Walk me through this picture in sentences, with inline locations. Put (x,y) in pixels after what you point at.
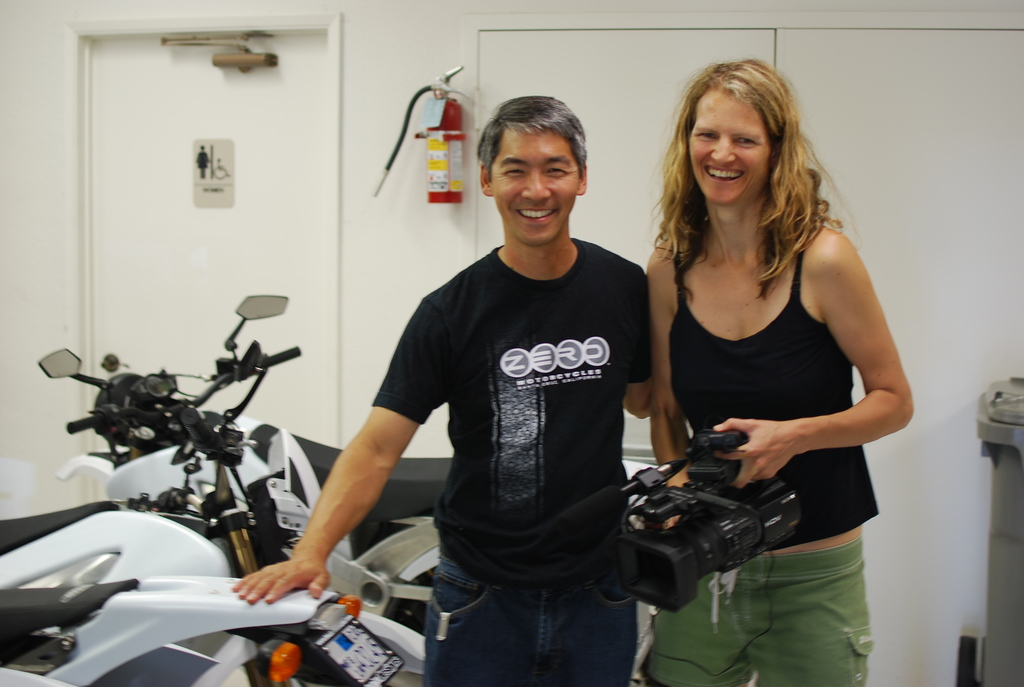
In this picture, we see three white bikes (152,502). In the middle of the picture (486,308), we see man (568,392) wearing black t-shirt (568,362) and blue jeans (487,600) is laughing and he is putting one of his hand (284,590) on the bike (300,603). Beside him, we see woman (717,314) in black t-shirt (777,364) and green jeans (819,600) is holding video camera (705,531) in her hand (733,454) and she is smiling. Behind them, we see a door (301,119) which is white in color and beside that we see fire extinguisher (429,182).
